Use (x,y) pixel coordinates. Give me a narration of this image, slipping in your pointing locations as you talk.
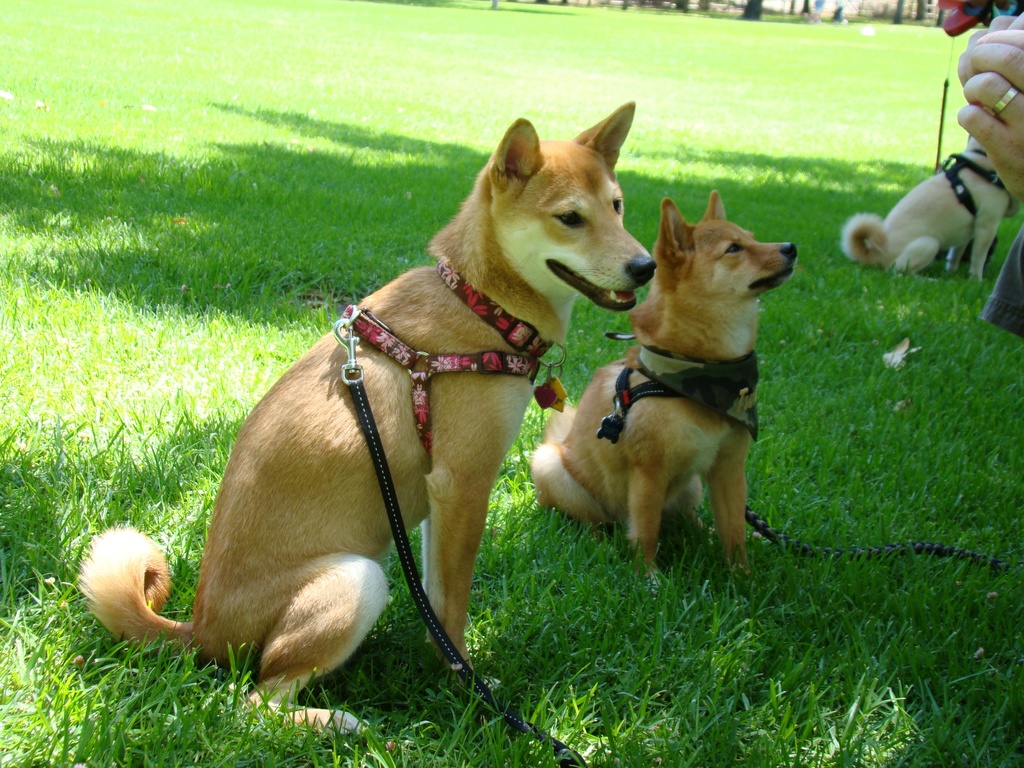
In this picture we can see three dogs (250,516) with belts (361,417) and a person hand (959,68) and in the background (482,33) we can see grass (515,86).
